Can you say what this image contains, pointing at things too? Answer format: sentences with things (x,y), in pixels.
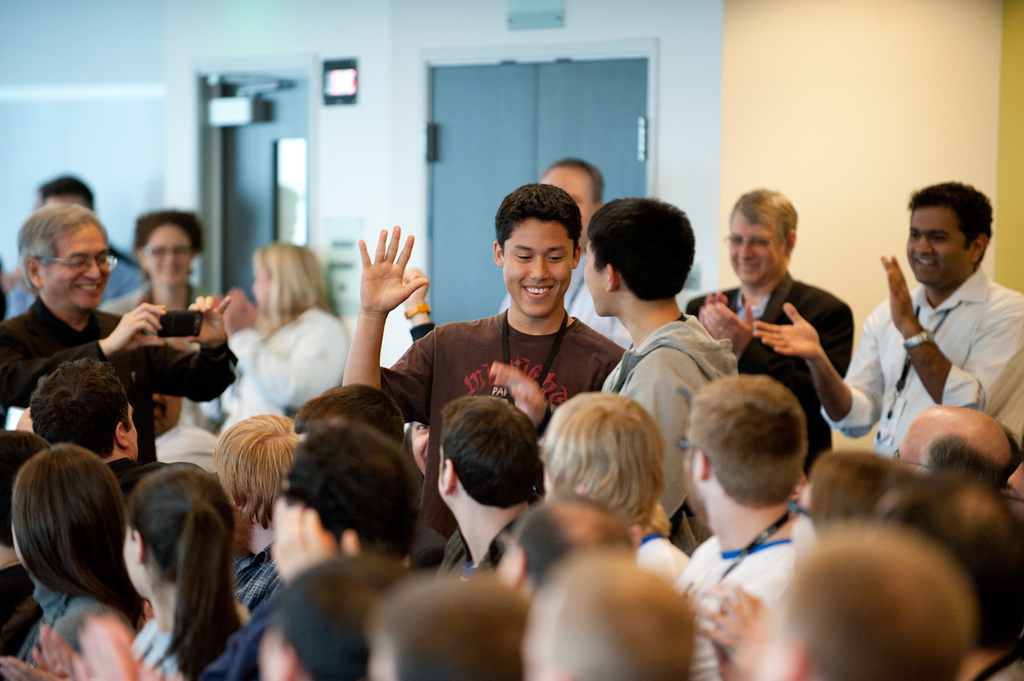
In this picture there are group of people (409,573) where few of them are sitting and the remaining are standing and the person (59,322) wearing black dress (78,341) is standing and holding a mobile (179,319) in his hands (108,336) in the left corner (37,340) and there are few other people (278,337) behind him.
